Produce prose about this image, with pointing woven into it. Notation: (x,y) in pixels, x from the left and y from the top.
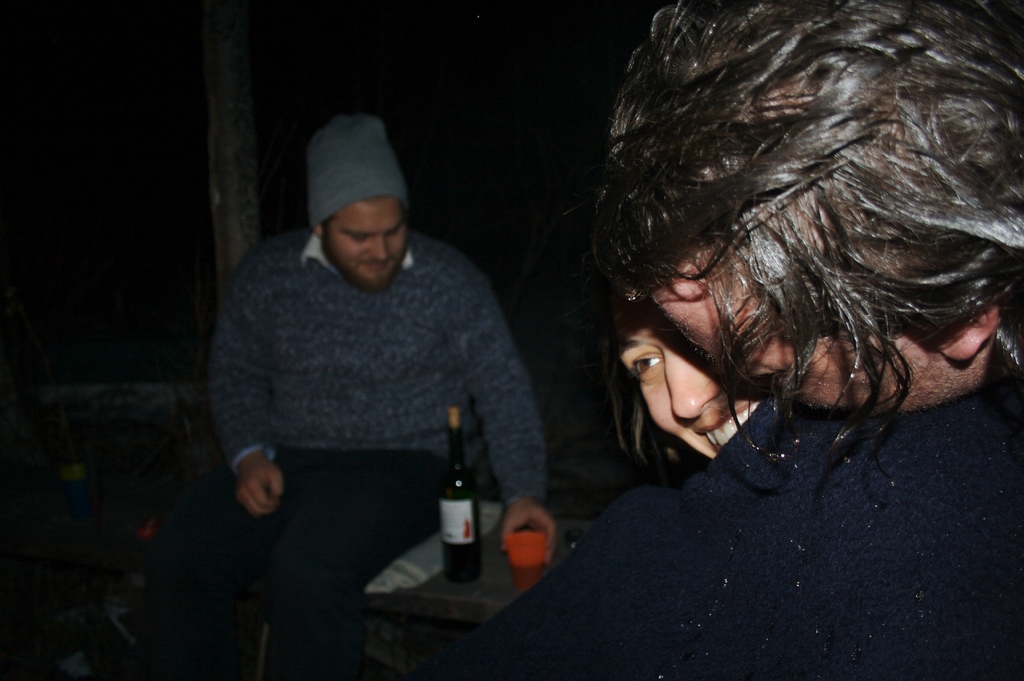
In the foreground (800,353) there are two persons (800,353) holding blanket (777,551). The background (164,100) is blurred. In the center of the picture (410,368) there is a person (355,493) sitting on the bench (448,583), on the bench (488,558) there is a cup (521,543) and bottle (455,490). Beside the person (250,296) there is a pole (236,159).
